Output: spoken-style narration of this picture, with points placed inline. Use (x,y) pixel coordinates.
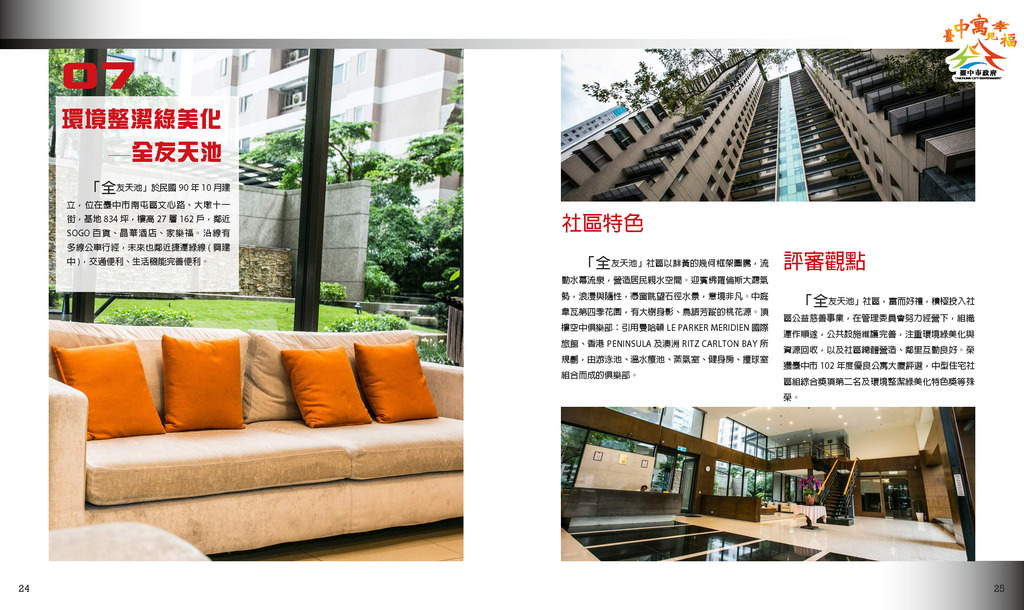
In this picture we can see three images, on the left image there is a couch (431,480), there are four pillows (311,391) on the couch (368,436), in the background (268,310) there is a grass (250,310) and trees (374,223) we can also see one building (225,79) here, on the top right corner (755,135) image we can see a building (711,112) with trees (701,78) and on the right bottom of the image (826,460) we can see a room (792,500) which consists of glass (730,472) and some stairs (842,484) here.
